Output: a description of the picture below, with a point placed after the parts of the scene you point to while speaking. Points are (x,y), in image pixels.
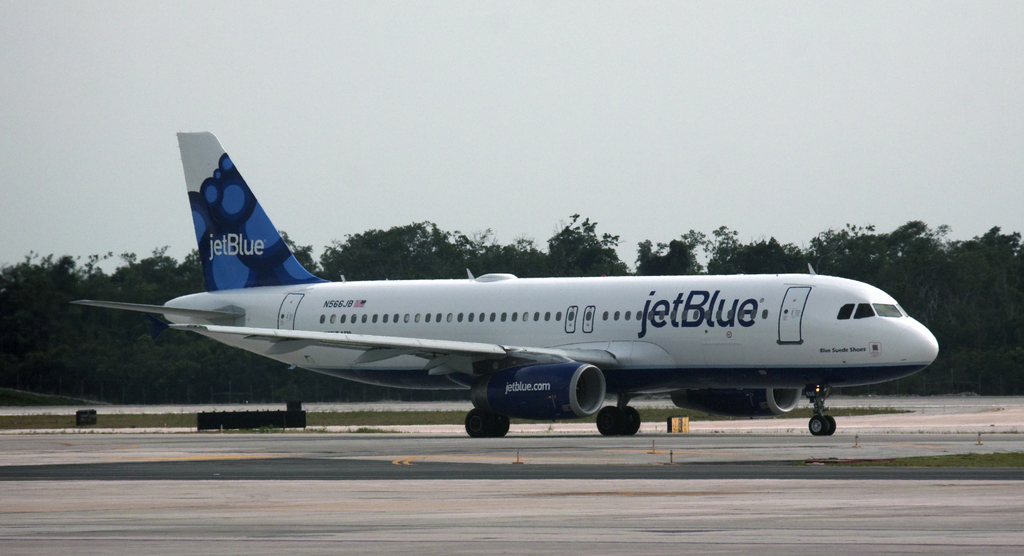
In this picture I can see the passenger plane (626,326) on the runway (529,460). In the background (1013,300) I can see many trees (319,400), plants (1018,377) and grass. At the top (597,65) I can see the sky (490,64) and clouds (163,109).
